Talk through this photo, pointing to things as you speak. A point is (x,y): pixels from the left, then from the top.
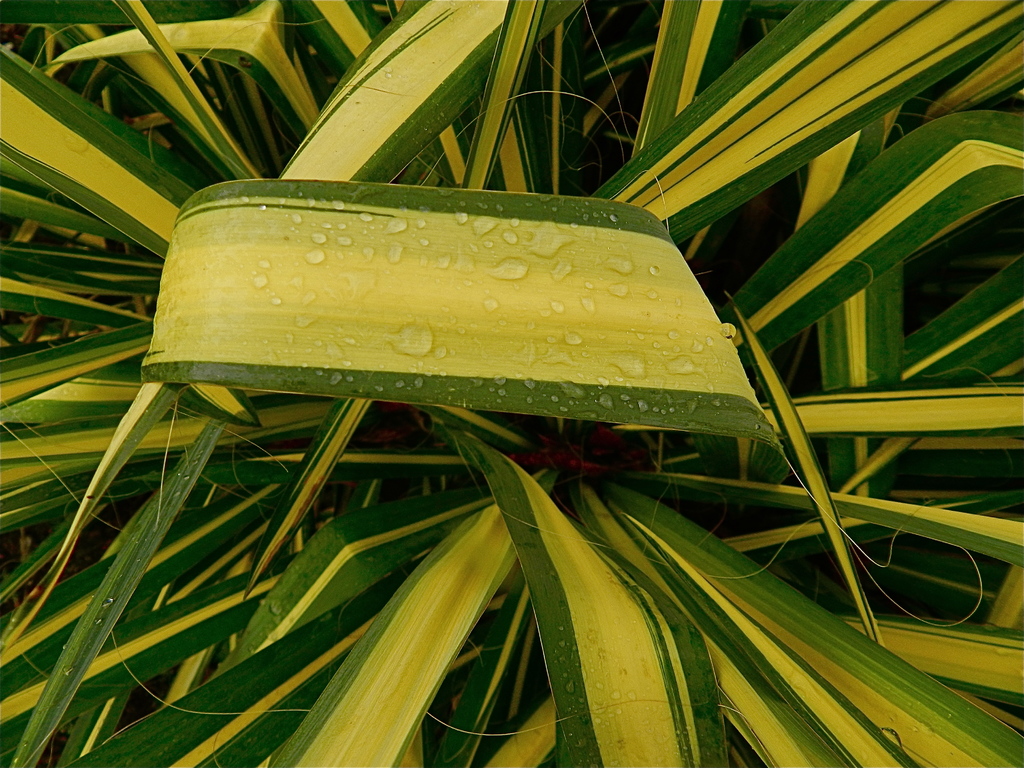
In this picture I can observe plants (478,202) in the middle of the picture (648,361). There are water droplets (398,253) on the leaf (367,245) in the middle of the picture (505,271).
